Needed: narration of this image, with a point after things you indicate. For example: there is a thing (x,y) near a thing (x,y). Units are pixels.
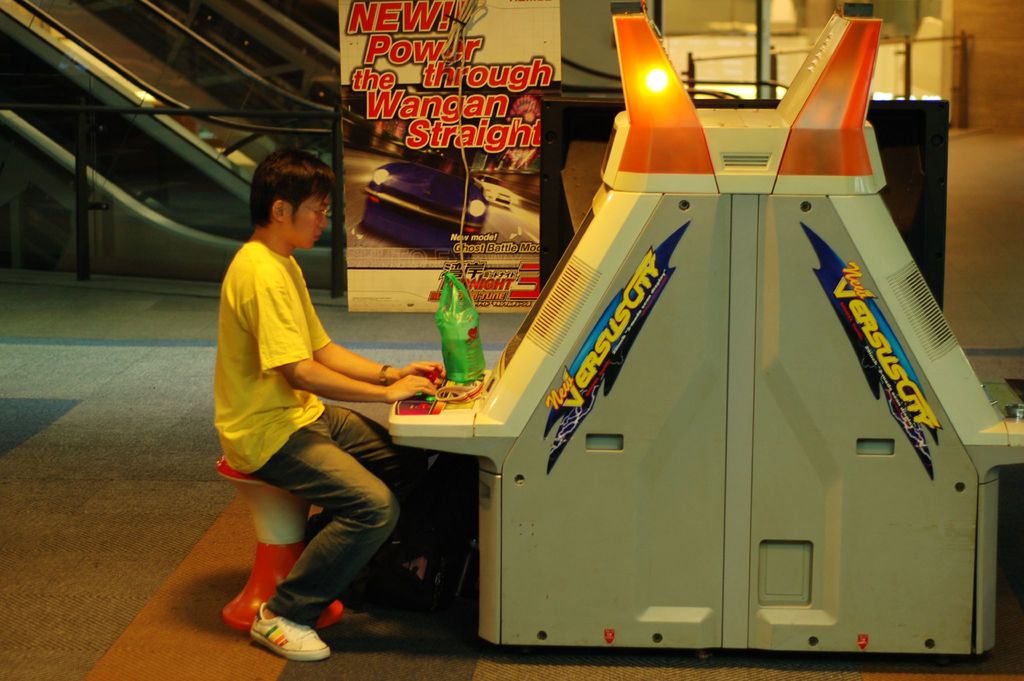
In this image in the center (369,454) there is a person (319,418) sitting and playing a game (466,406) which is in front of him and there is a packet (471,349) which is green in colour and there is a machine (683,382) with some text (896,365) written on it. In the background (388,118) there is a board (454,149) with some text (457,129) written on it and there are windows (712,42) and there is an escalator (140,131) and there are railings (242,109) which are black in colour and behind the machine (873,212) there is an object (916,141) which is black in colour.
